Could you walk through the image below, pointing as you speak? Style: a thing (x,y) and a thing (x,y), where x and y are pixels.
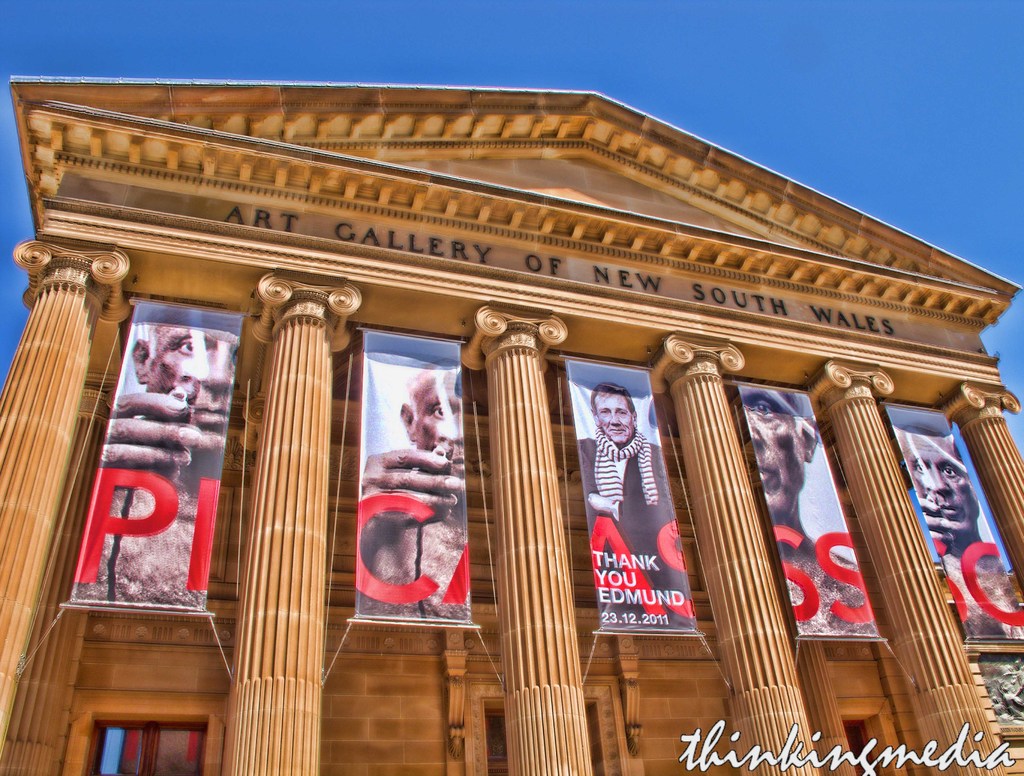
In this image there are banners (444,549) hanging from the roof (321,239) of a building (476,524) having pillars (536,621). There is some text (287,227) on the building (494,274). There are pictures (377,527) of people (411,522) and some text (198,557) on the banners (420,501). Right bottom there is some text (796,768). Top of the image (826,72) there is sky (846,115).
